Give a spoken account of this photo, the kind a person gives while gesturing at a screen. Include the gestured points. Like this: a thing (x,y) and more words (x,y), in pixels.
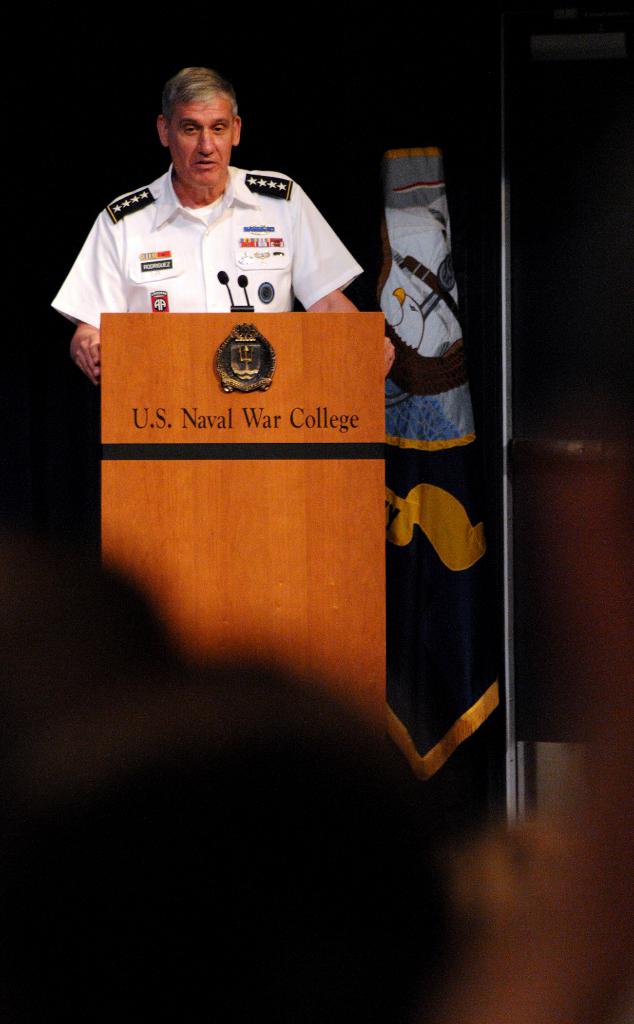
In this picture we can see a navy officer (216,270) wearing white dress (232,267) and giving a speech. In the front (241,482) there is a wooden speech desk (248,520). Beside we can see a flag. Behind there is a dark background (324,100).
